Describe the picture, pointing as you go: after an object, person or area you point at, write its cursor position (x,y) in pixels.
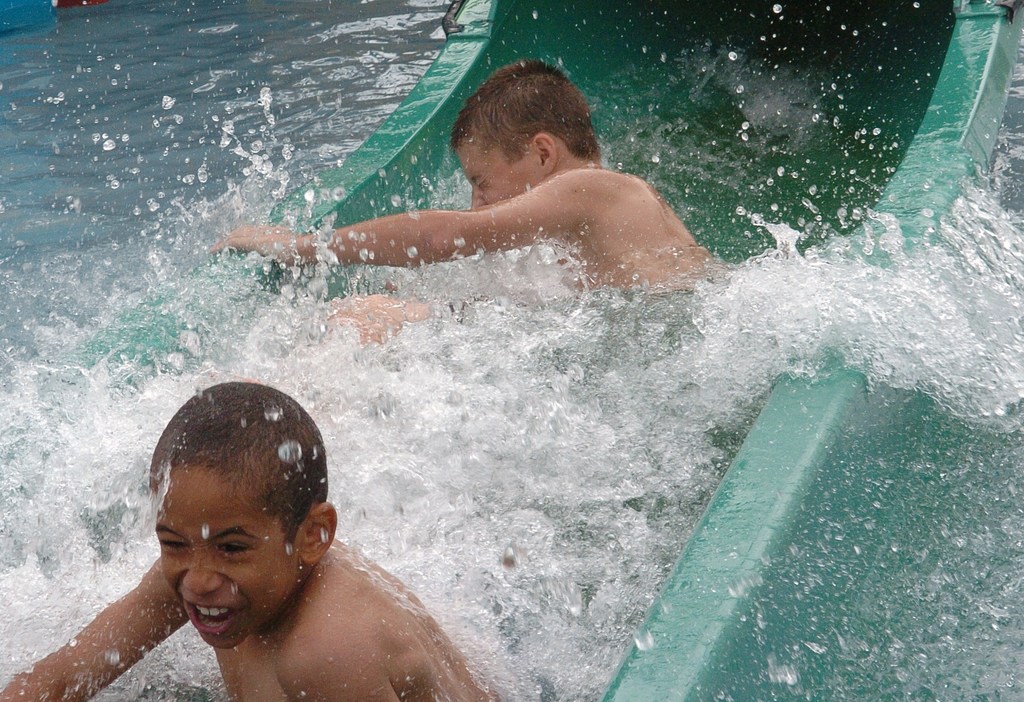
In this picture we can see two boys (261,697) in the water (277,182) and one is holding a slide (796,2) with his hand (238,227).
